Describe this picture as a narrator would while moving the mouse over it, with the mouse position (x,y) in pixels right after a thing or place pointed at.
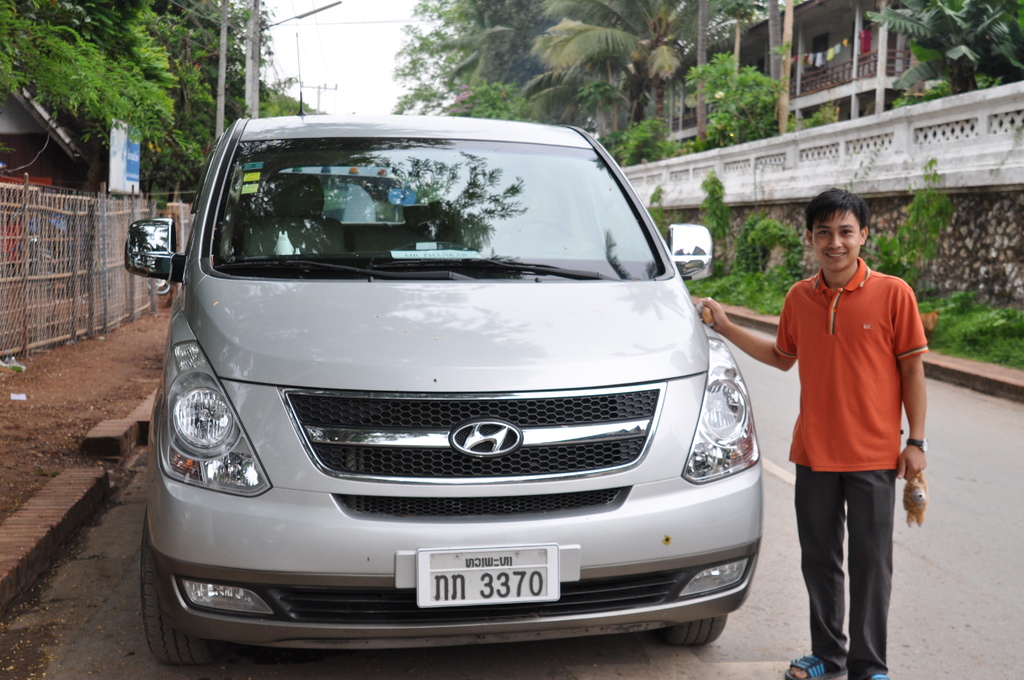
In the center of the image (411,340) we can see man (838,343) standing at the car (302,473) on the road (663,656). On the right side of the image (741,187) we can see wall (732,233), trees (939,48), building (793,97) and plants (796,267). On the left side of the image (198,56) there are poles (222,68), fencing (71,247), buildings (30,115) and trees (231,76). In the background (314,67) there is a sky (305,60).
